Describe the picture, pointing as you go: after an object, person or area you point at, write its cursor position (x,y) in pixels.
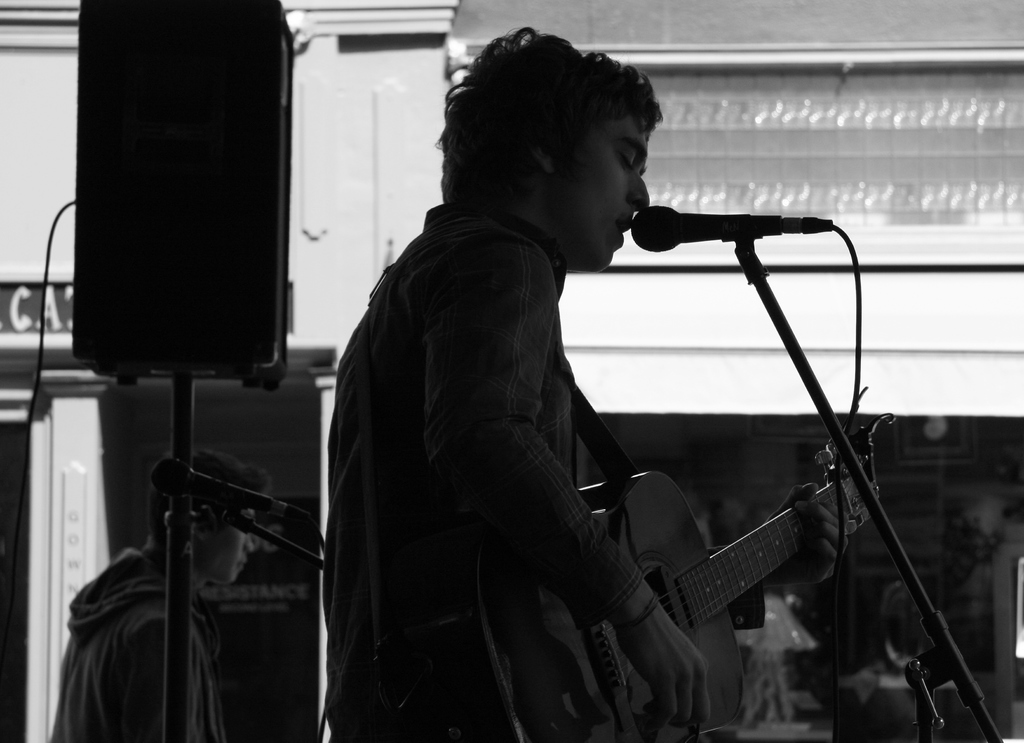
In this image, few peoples (375,658) are there. The man (535,482) is in the center (537,479). He is playing a guitar (654,554) and he is singing in-front of mic (678,230). Here we can see stand (896,544), wire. And left side (129,658), the other man (191,667) is there. There is a speaker (211,238) in this position. At the background (951,290), white color wall (833,330) and pillars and banner (278,579).
